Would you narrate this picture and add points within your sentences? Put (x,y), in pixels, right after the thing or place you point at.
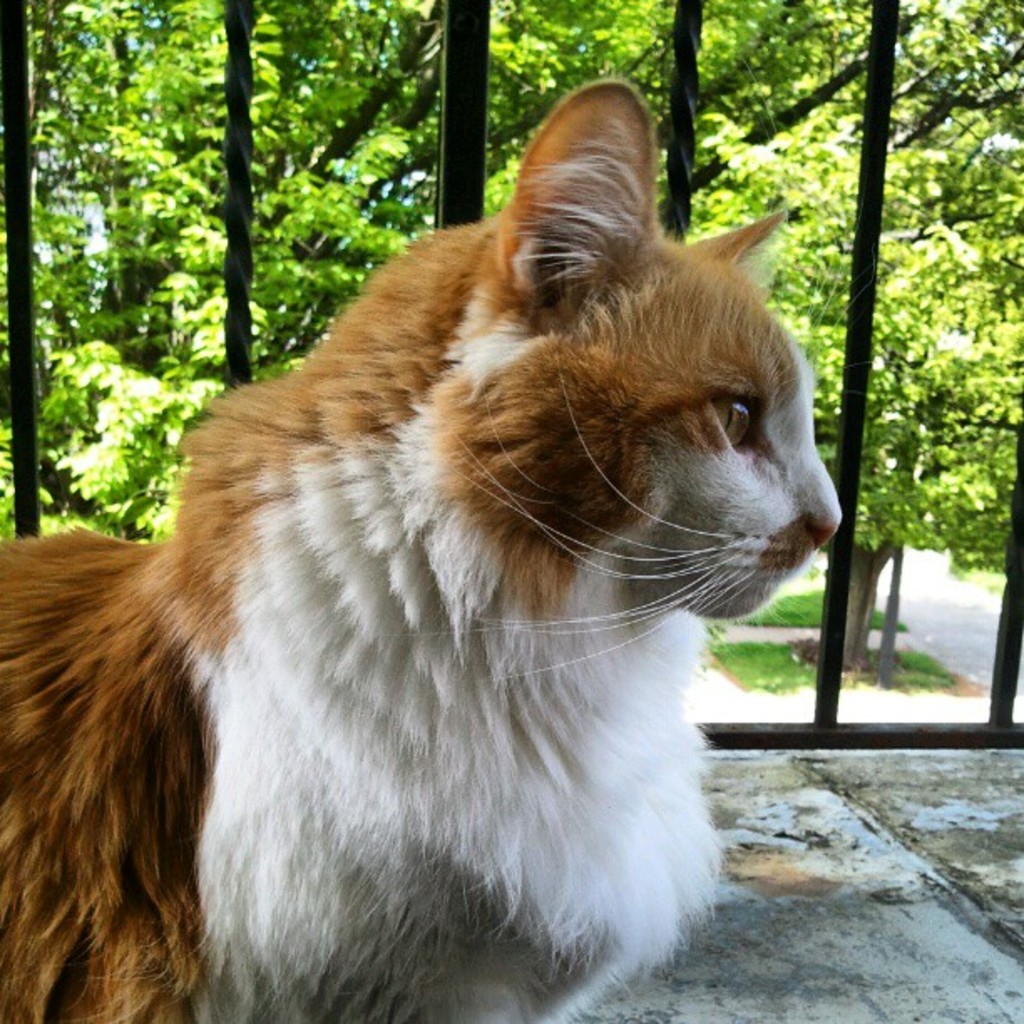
In the image we can see there is a cat (427,541) and behind there are lot of trees (998,112).
